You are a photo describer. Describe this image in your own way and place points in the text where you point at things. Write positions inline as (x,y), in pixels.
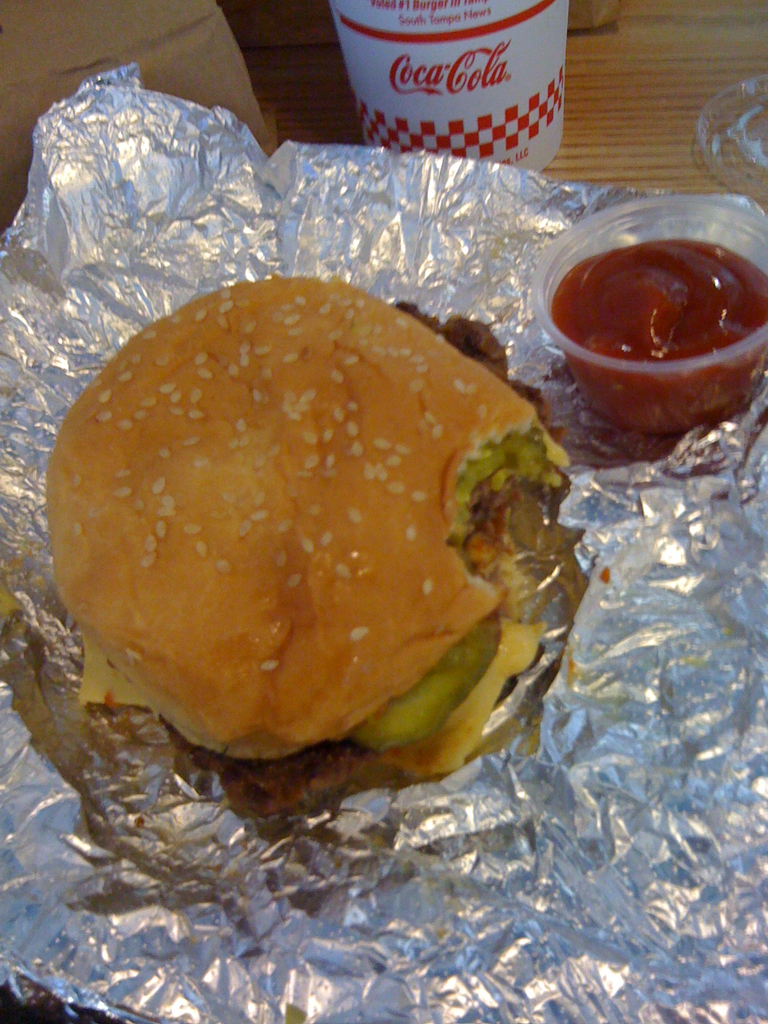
In this image there is a burger (414,471) on the foil (31,289). Beside the burger (111,443) there is a sauce (580,371). There is a cup (433,136) and a few other objects (727,109) on the table (565,130).
